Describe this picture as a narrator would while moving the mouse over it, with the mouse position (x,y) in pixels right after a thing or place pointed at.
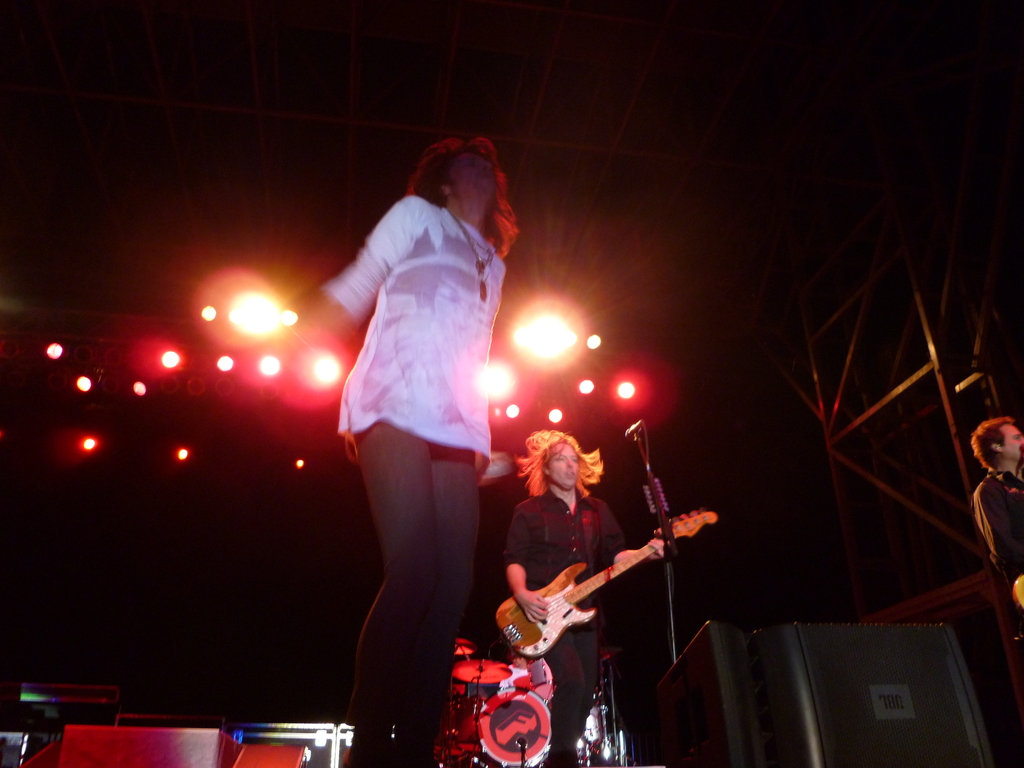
The women (424,333) wearing white dress (424,333) is standing and the persons (594,564) wearing black dress (1000,538) is playing guitar (562,605) in front of the mic (648,462) and the person (509,667) wearing white dress (511,669) is playing drums (509,698) and there are lighting (528,352) on the top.
